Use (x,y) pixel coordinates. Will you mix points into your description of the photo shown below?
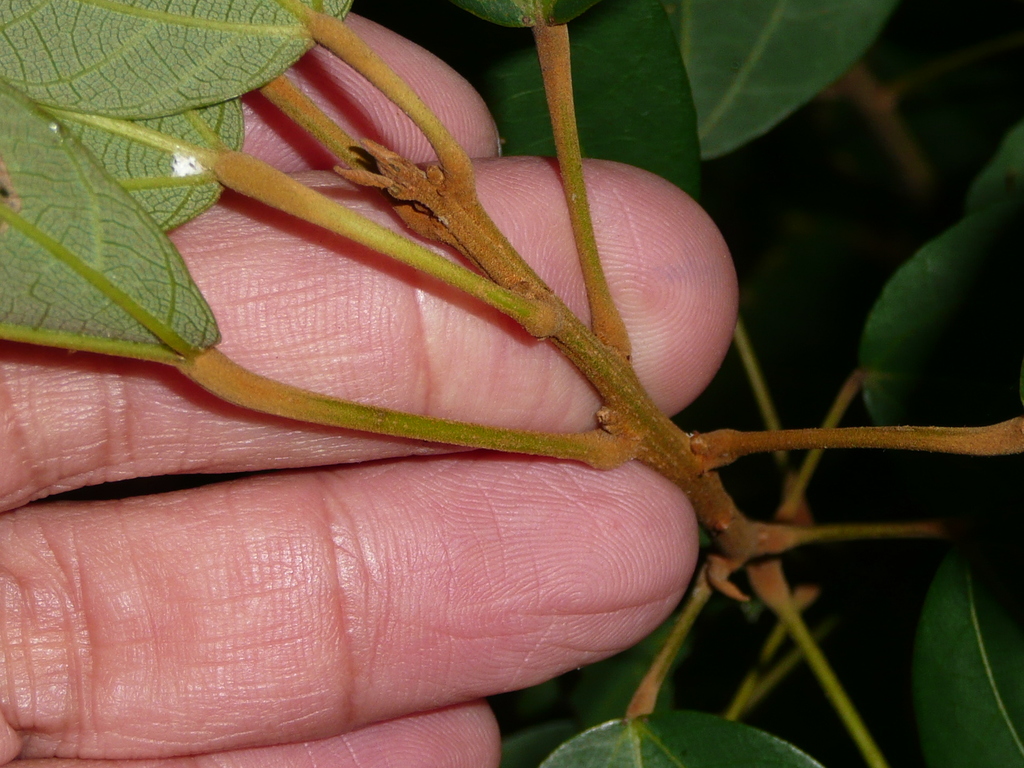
In this image I see the person's fingers (453,463) and I see the stems (740,337) on which there are green leaves (48,46).
